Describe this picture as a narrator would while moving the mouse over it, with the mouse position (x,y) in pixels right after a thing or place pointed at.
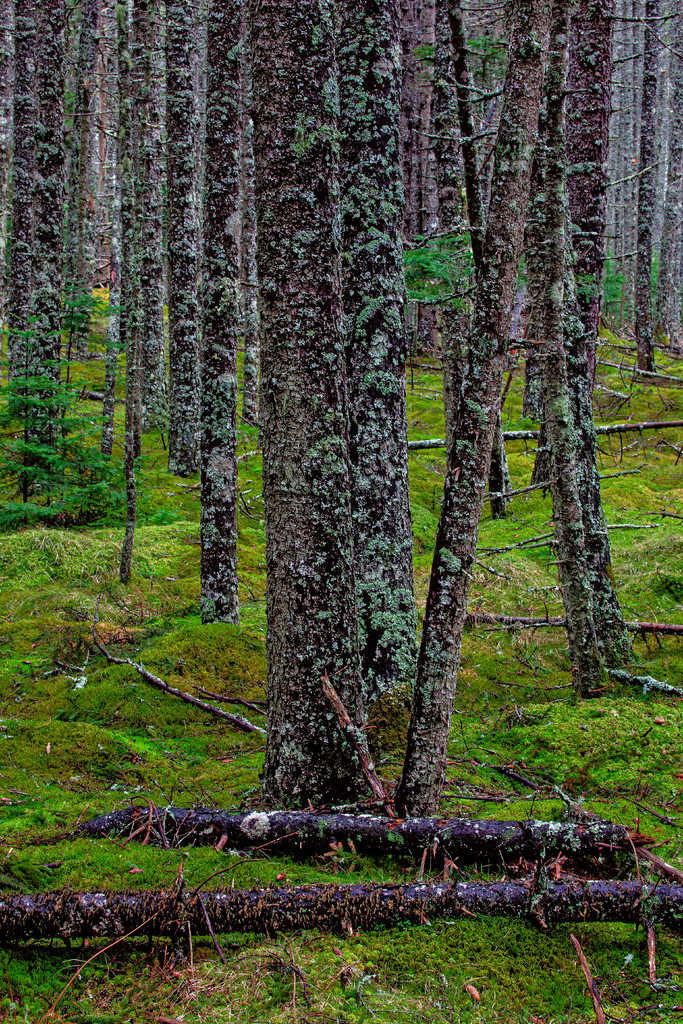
In the picture we can see the grass surface (140,778) with the trees (230,621).
